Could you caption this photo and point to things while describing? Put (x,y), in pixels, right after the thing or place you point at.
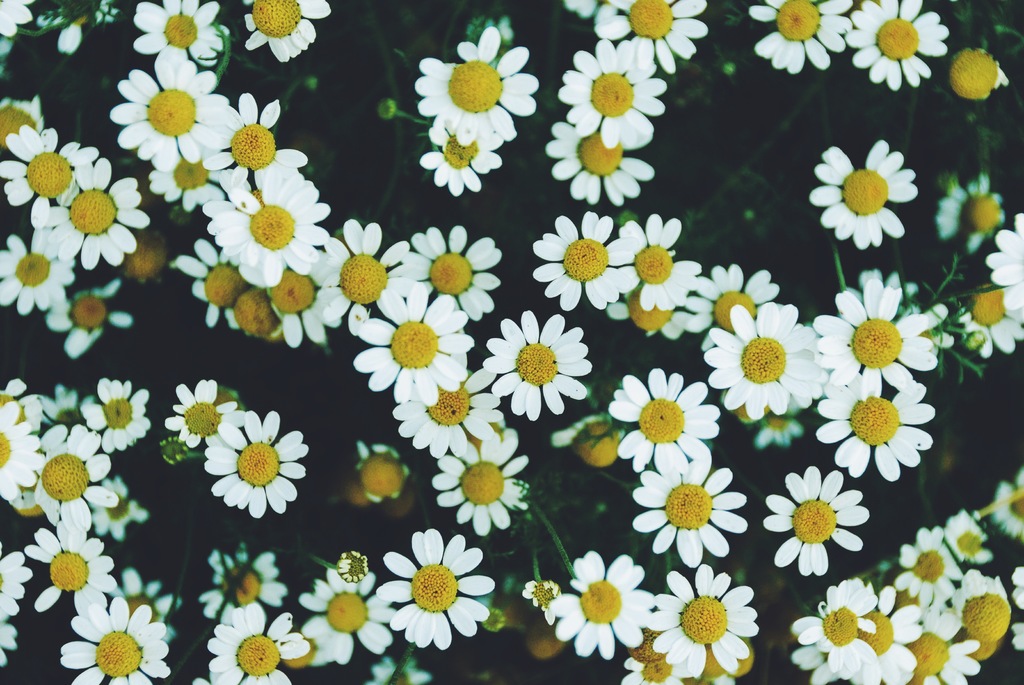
In this image I can see number of white and yellow colour flowers (473,390).
